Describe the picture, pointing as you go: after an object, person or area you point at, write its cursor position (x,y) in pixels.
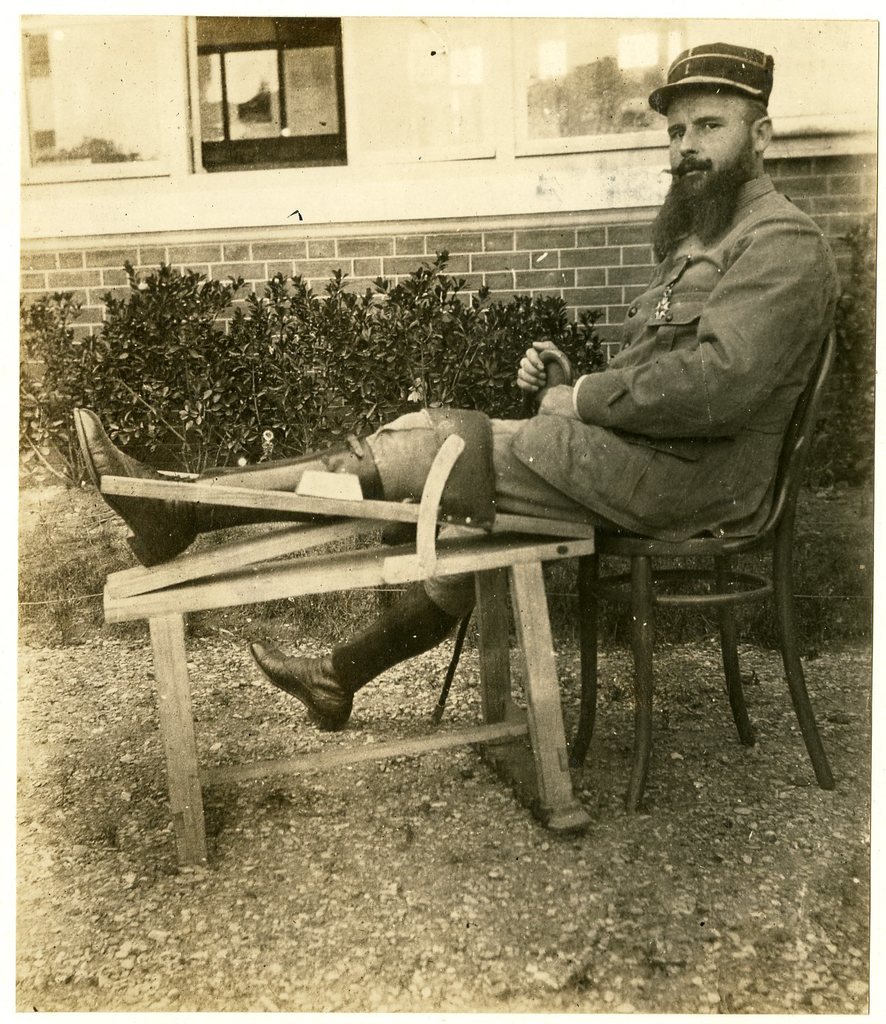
In this image we can see a black and white picture of a person (676,410) wearing uniform (734,317) and hat (732,66) is sitting on a chair (727,601). In the center of the image (505,589) we can see a table (534,601). In the background (519,398), we can see group of plants (867,325) and a building (539,159) with windows (314,164).
